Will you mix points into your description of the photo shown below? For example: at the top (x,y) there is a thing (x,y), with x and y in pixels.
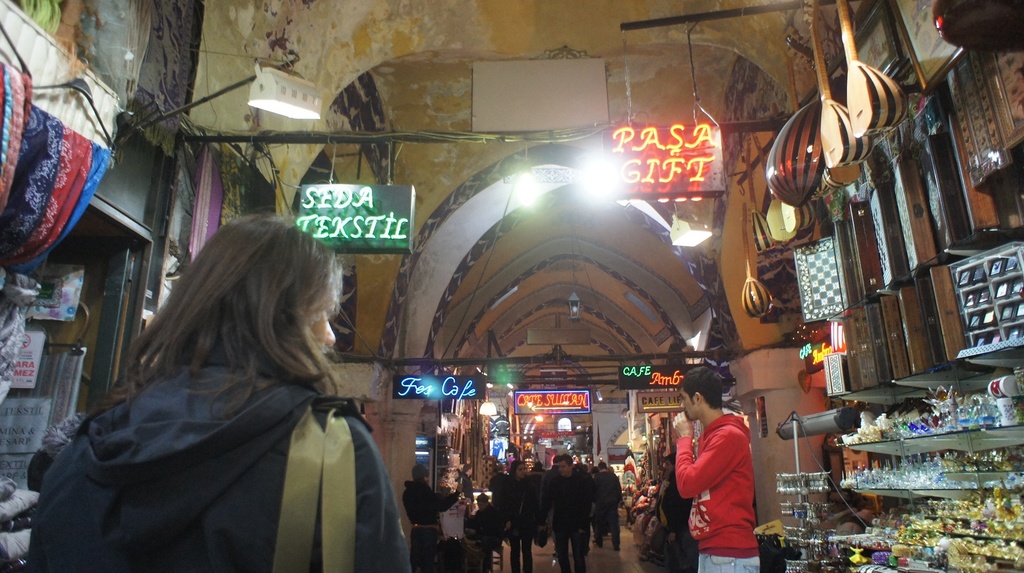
This image consists of persons (527,477) standing and walking. In the center (663,367) on the right side (851,379) there are objects (887,367) and there are boards (660,183) with some text (666,183) written on it. On the left side (27,187) there are clothes (52,171) hanging and there are lights (266,86) and some boards (324,202) with some text (350,192) written on it.
